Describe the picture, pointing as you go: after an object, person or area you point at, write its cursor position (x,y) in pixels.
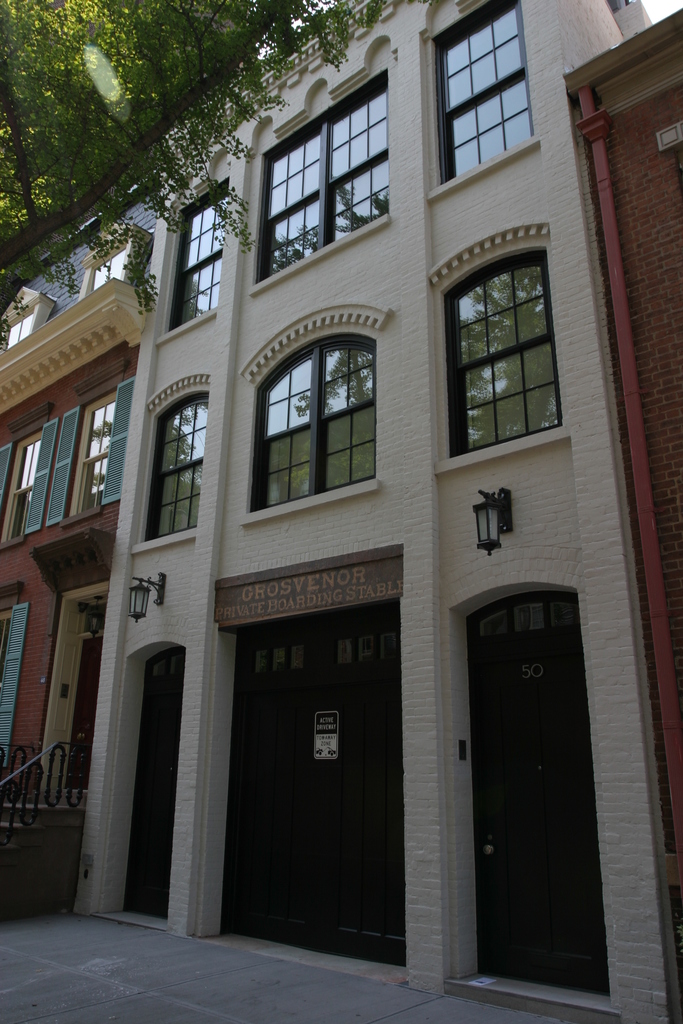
In this picture there is a building (399,272) with glass windows (317,430). In the front side (177,754) there are two black hanging lamps (150,598) and black color door (275,776).
